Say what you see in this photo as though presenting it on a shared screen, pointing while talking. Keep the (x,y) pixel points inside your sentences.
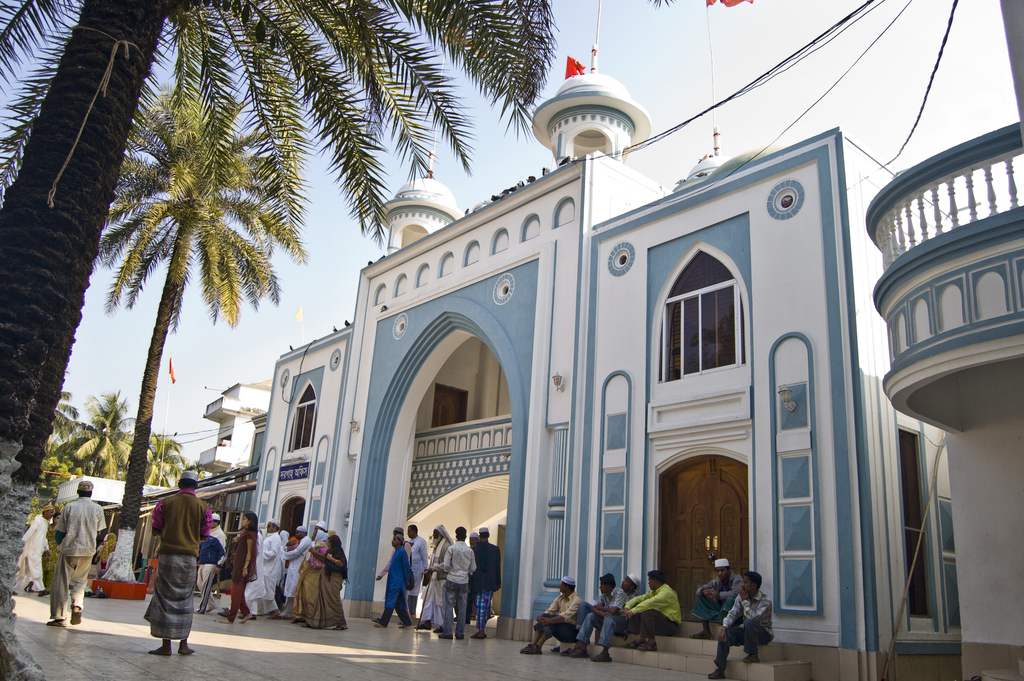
In this image we can see a few people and buildings (604,80), there are some windows (679,378), doors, flags (580,66), wires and trees (237,177), in the background (914,136) we can see the sky (880,116).
